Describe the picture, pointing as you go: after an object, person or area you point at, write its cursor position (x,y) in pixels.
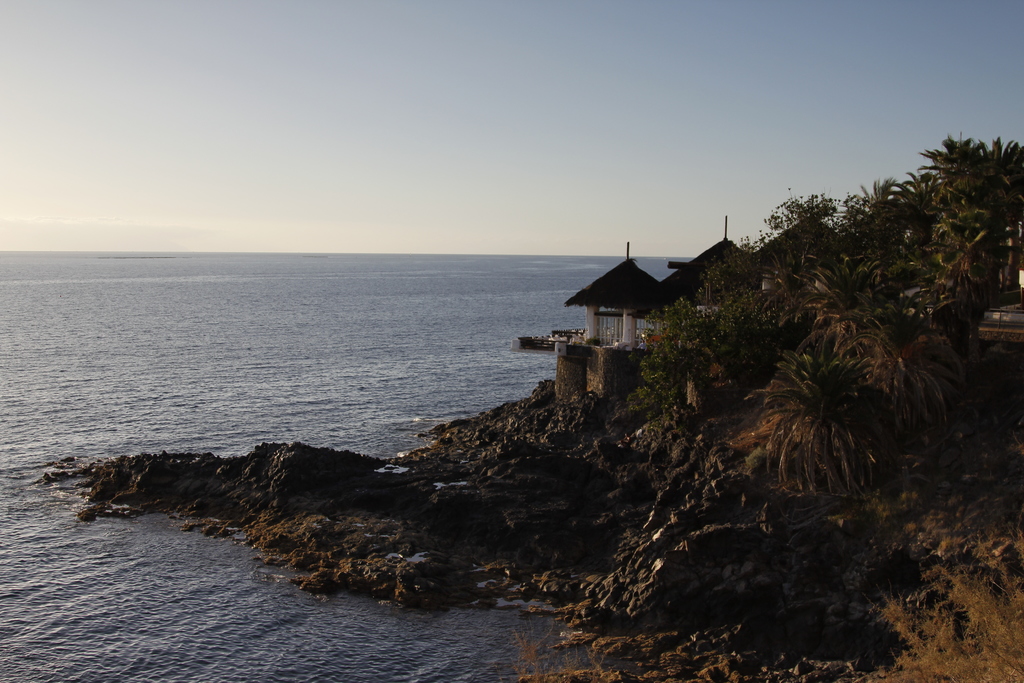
In this image we can see a house (647,295) with roof (655,310) and pillars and a group of plants (778,387) and trees (794,374) on the hill (662,535). We can also see some stones (423,590), a large water body (443,335) and the sky (372,136) which looks clear.
